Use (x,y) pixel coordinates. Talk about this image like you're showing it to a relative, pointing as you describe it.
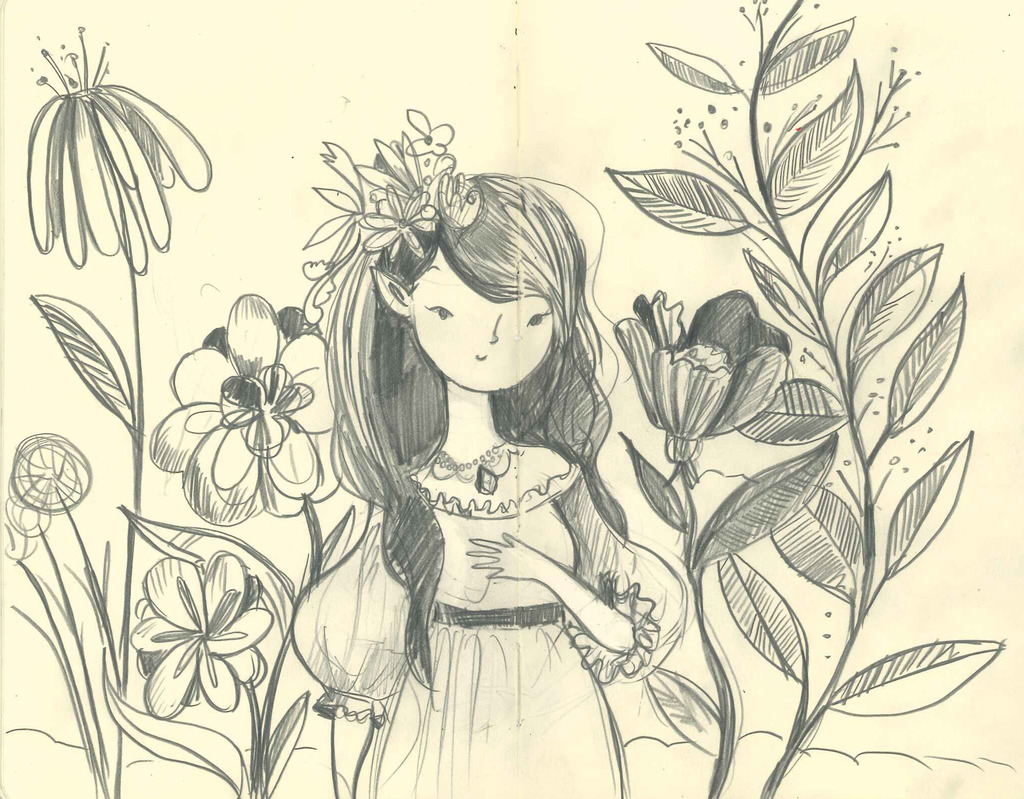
In this picture we can see a sketch (476,671) of a woman (413,470) and a sketch (228,513) of some plants (136,456) and flowers (225,443).
